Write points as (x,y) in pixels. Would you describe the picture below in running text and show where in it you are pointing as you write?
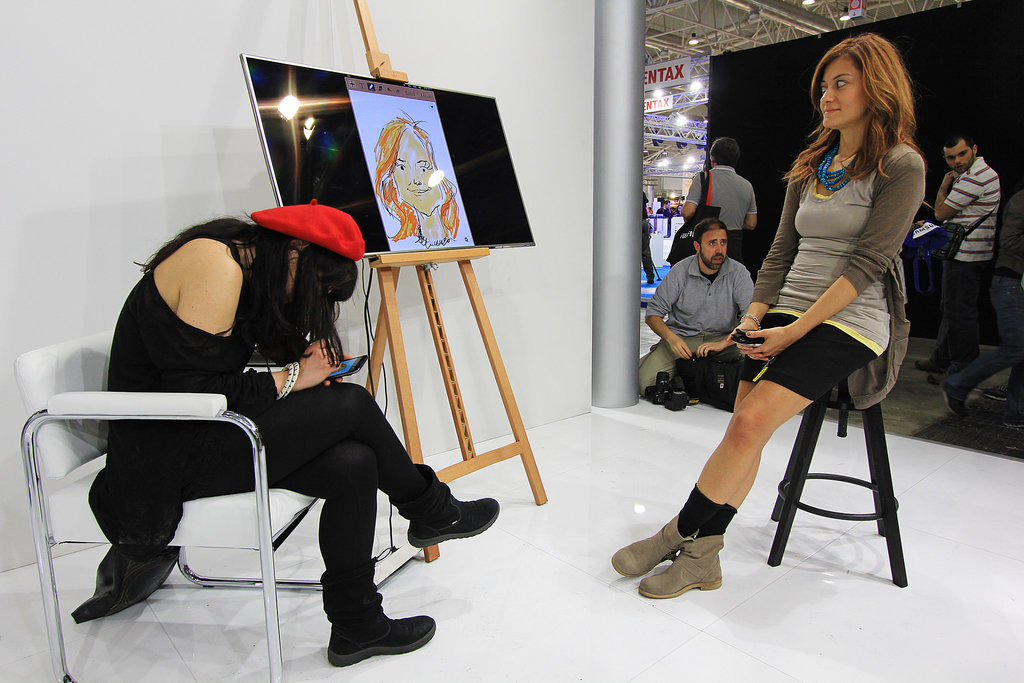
In this image we can see two ladies (740,420) sitting on the chairs (881,442). There is a screen (420,205) on the wooden stand (472,467). At the bottom of the image (709,643) there is a white color surface (634,652). To the right side of the image (951,383) there are people (729,171). There is a black color wall (780,67). There are rods (672,35) and banners (664,72). In the background of the image (484,6) there is a white color wall (333,24).
